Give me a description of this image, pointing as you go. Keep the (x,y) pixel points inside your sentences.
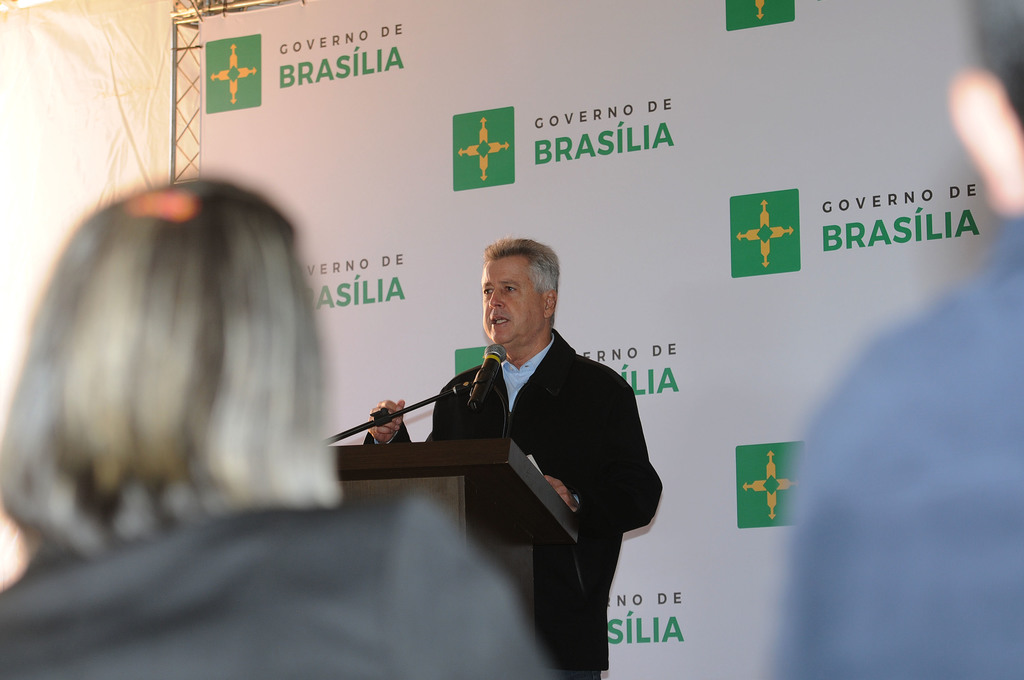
This image is taken indoors. In the background (56,176) there is a cloth (42,184) which is white in color. There are a few iron bars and there is a banner (273,116) with a text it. In the middle of the image (551,414) a man (622,498) is standing and talking. There is a podium (446,502) with a mic (404,411). On the left side of the image (202,518) there is a person (190,538) and on the right side of the image (887,584) there is a person (1021,370).
